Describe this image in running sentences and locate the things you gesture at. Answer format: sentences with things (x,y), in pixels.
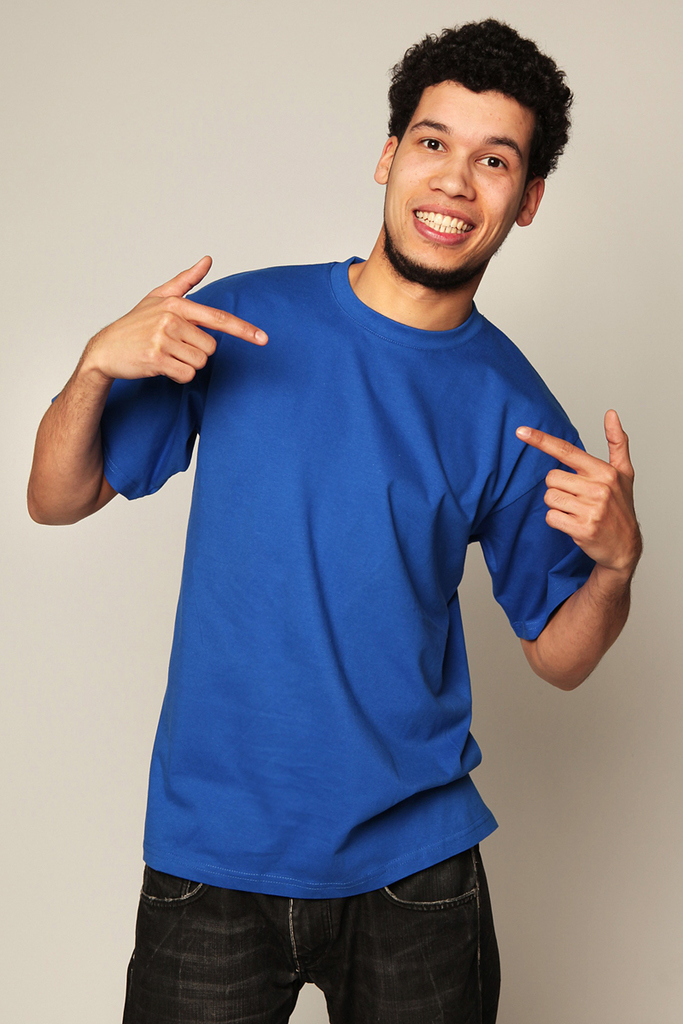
In this picture we can see a man (497,497) and we can see a wall (509,775) in the background (474,659).
